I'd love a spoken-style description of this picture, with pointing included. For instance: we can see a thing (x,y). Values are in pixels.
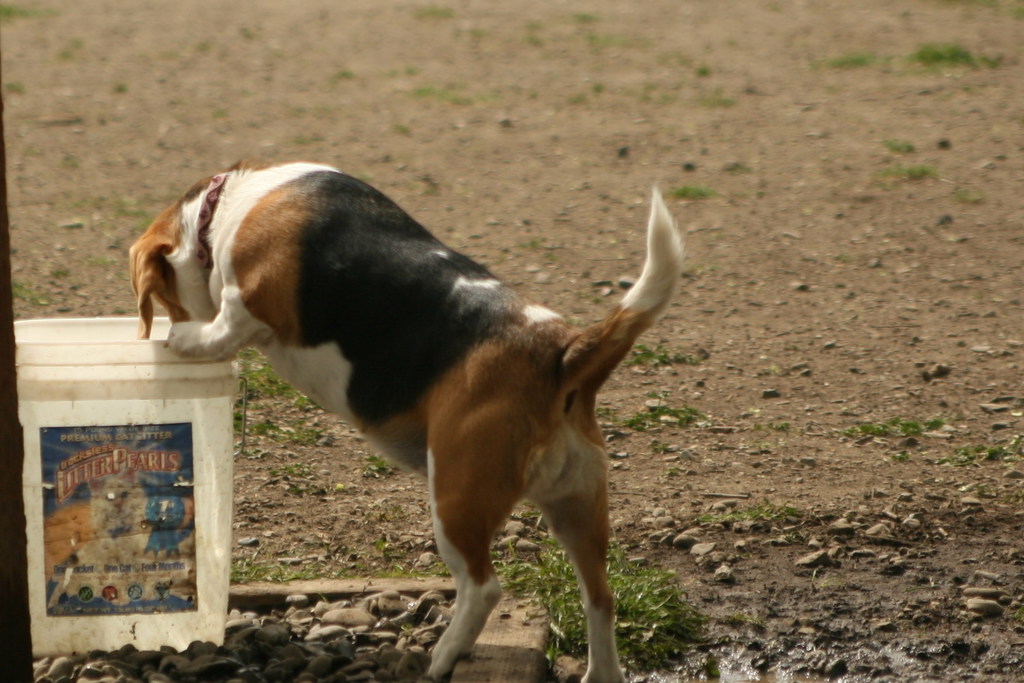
In the center of the image (369,276) there is a dog (456,395) at the bucket (109,480). In the background (488,125) there is ground (552,125).
